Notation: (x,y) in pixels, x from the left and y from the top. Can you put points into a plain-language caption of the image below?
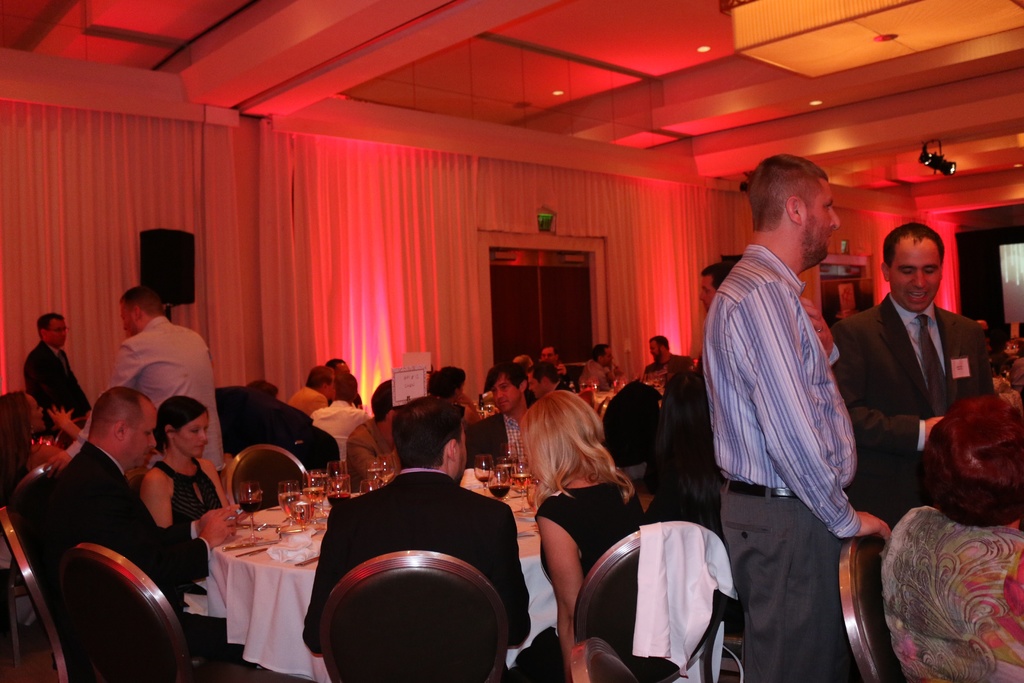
In this picture, There are some table (548,626) which are in white color and there are some people (587,560) sitting on the chairs (422,580) around the tables (529,564) and in the background (121,178) there is a white color curtain (129,196) and in the top (369,21) there is a white color wall (354,78).
